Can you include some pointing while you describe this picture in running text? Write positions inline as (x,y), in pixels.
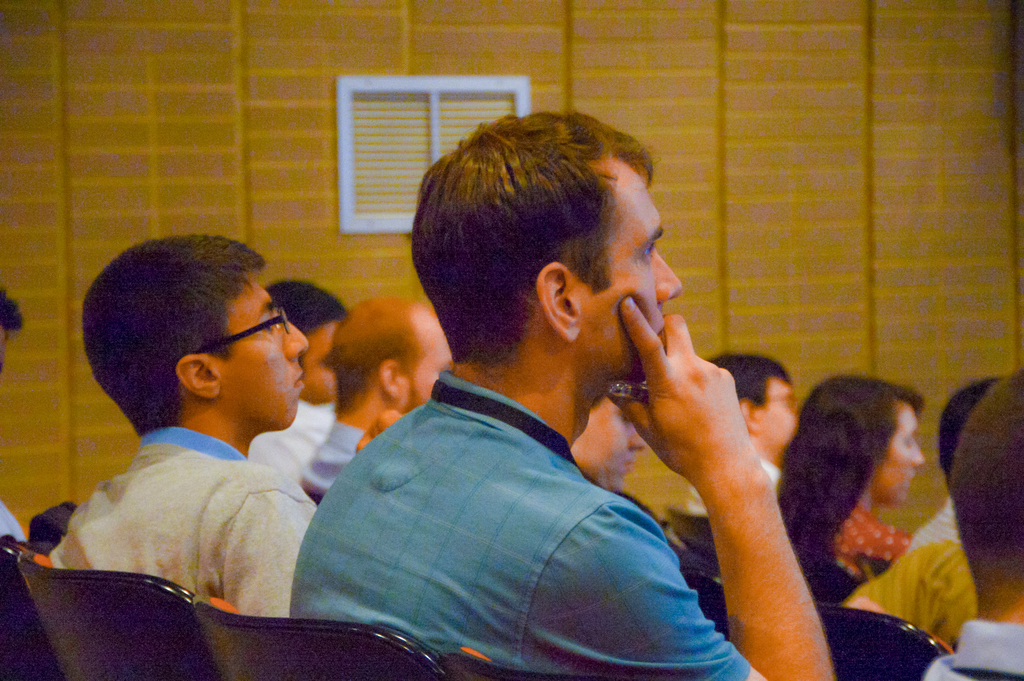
There are people (357,424) sitting on chairs (50,594). In the background (595,44) we can see yellow wall (704,87).
